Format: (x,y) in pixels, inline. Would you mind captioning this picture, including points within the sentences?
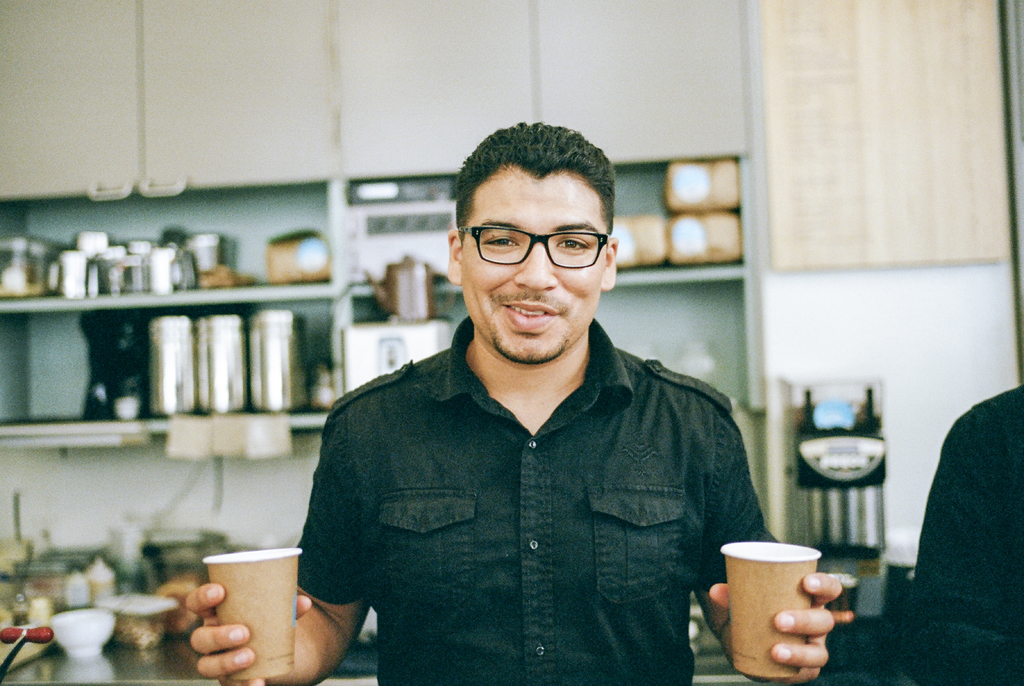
This is the picture of a room (509,346). In this image there is a person (512,513) standing and smiling and he is holding the cups (223,619). On the right side of the image (1022,540) there is a person (1002,565). At the back (177,352) there are utensils (175,275) in the shelf (19,338) and there are utensils (97,625) on the table (166,652). At the top (366,107) there are cupboards (548,82).
